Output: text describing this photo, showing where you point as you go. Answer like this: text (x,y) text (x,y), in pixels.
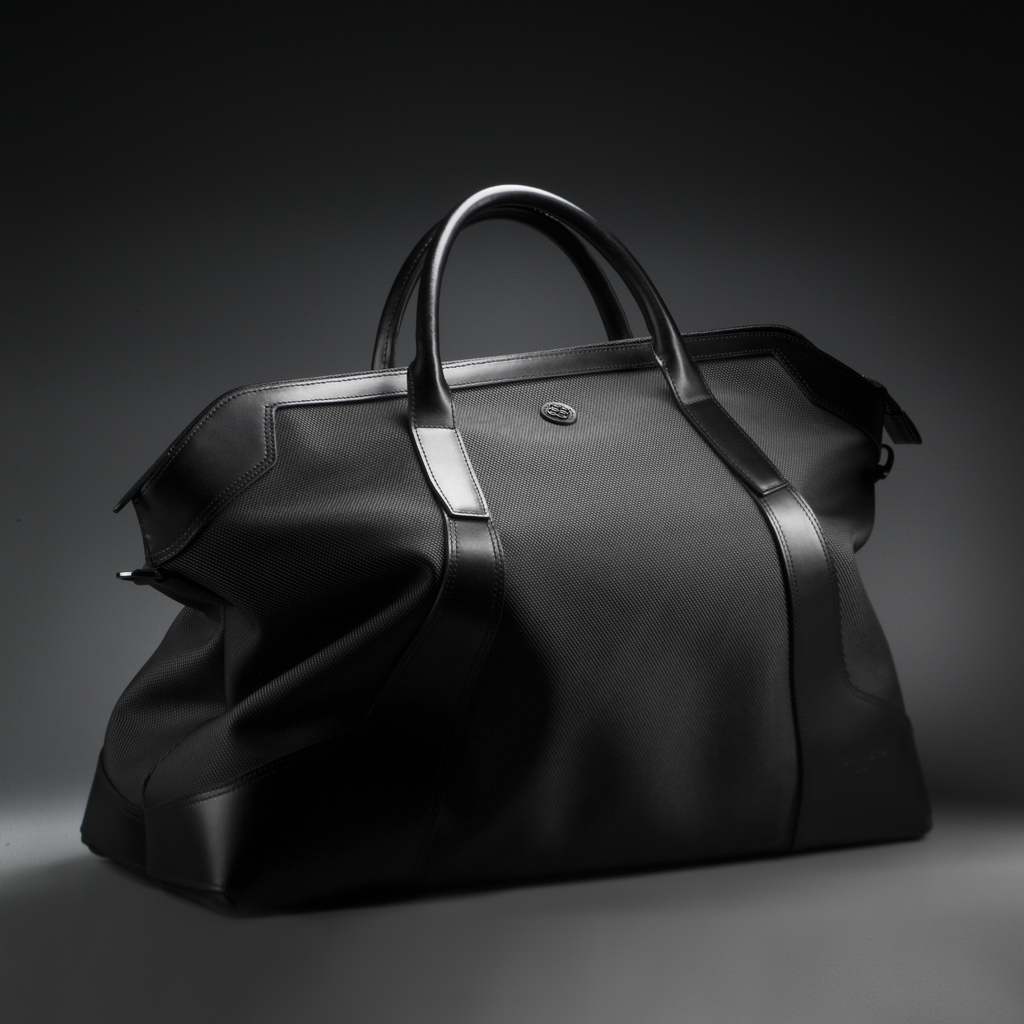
This is the picture of a black color handbag (493,769).
